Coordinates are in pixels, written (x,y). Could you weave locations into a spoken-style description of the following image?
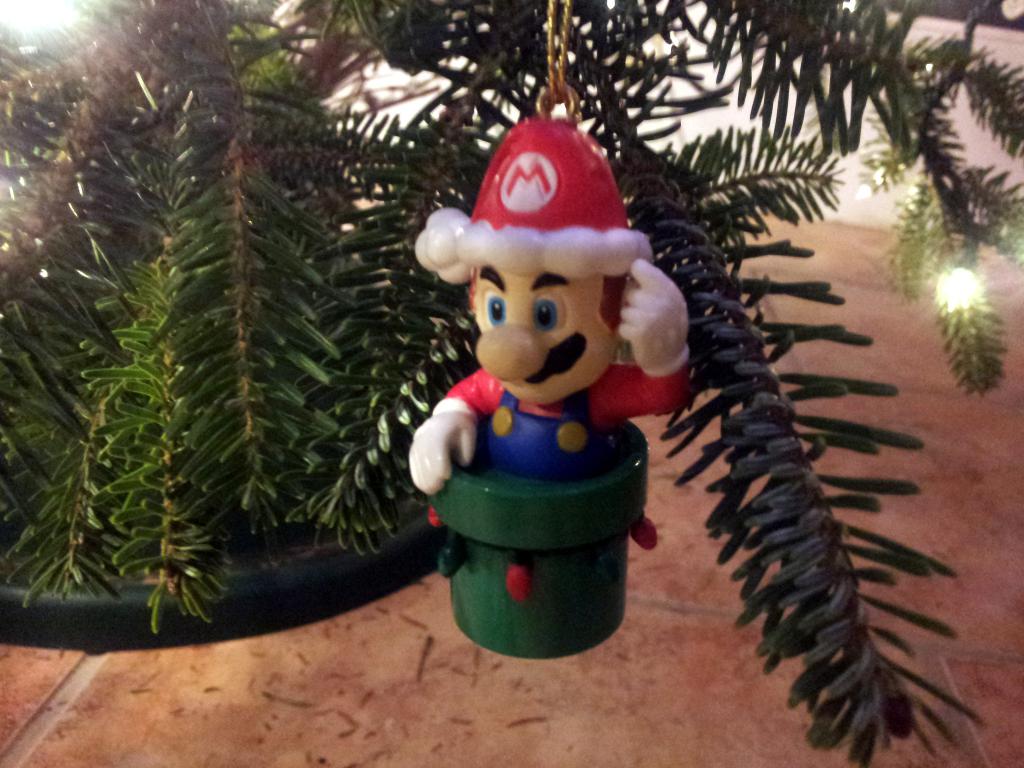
In the center of the image (654,272) there is a toy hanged on a tree (387,52). At the bottom of the image (355,669) there is floor (350,687).
